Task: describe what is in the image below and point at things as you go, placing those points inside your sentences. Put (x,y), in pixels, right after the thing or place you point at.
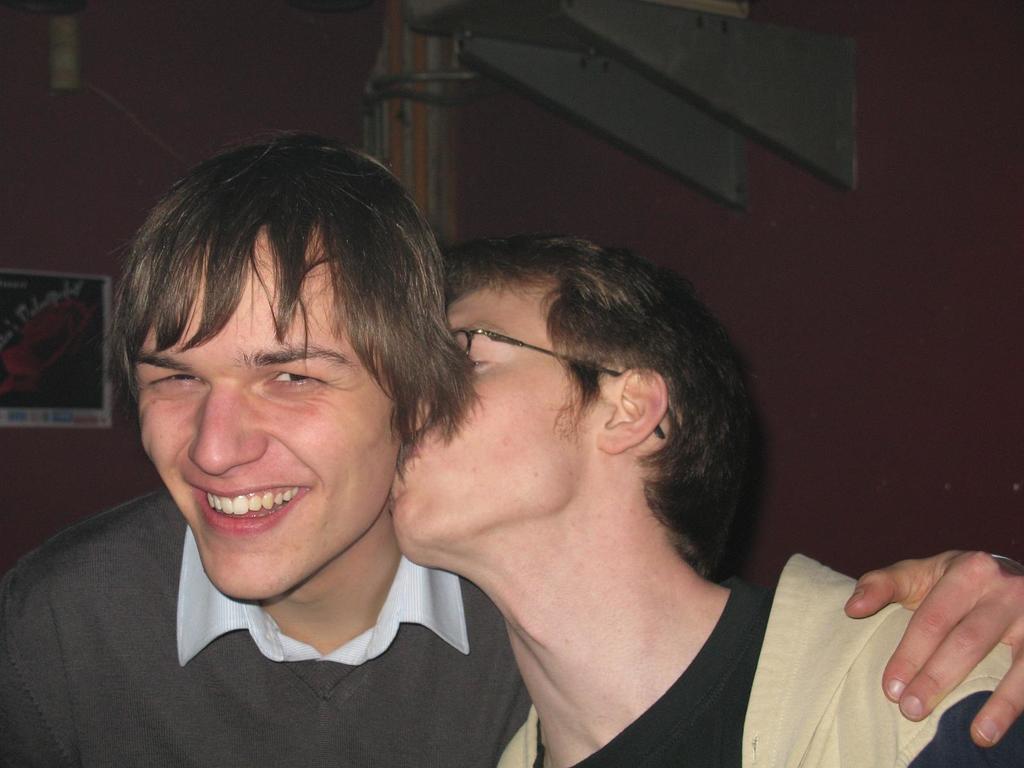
In the picture we can see two men (318,592) are standing together and one man (289,375) is smiling and one man (535,268) is kissing him on the cheek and behind them we can see a wall (833,229) with a poster (50,312) to it.
